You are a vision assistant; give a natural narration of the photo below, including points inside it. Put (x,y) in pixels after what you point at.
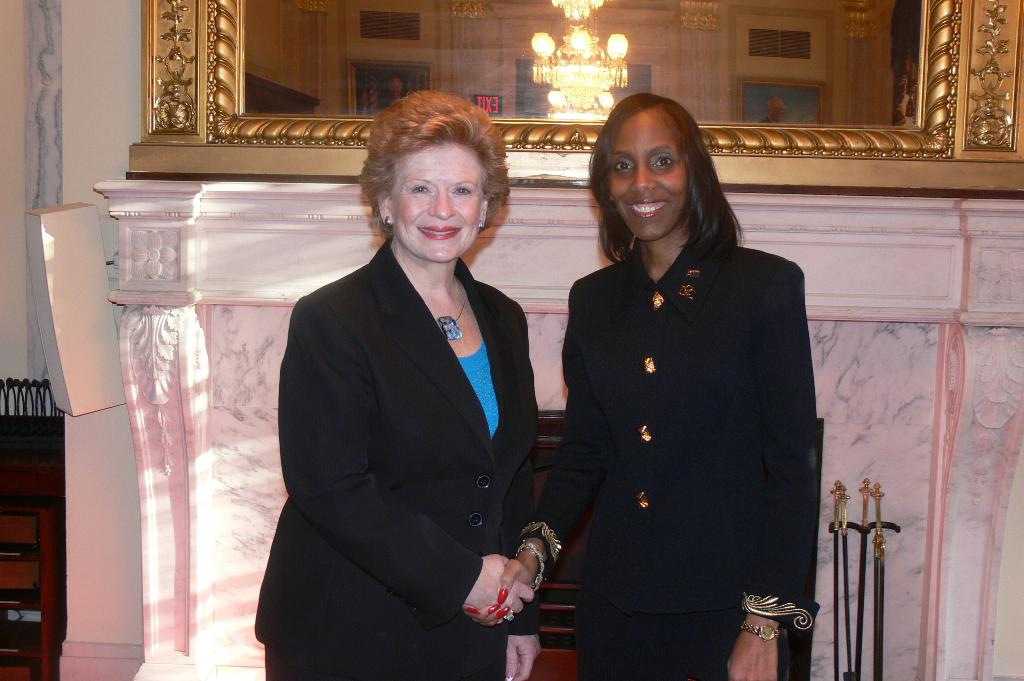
In this picture we can see two persons (592,391) are standing and smiling, in the background (727,90) there is a mirror (742,73), we can see reflection (742,73) of a chandelier (614,74), an exit board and photo frames (384,73) in the mirror (721,79), it looks like a cupboard (34,552) on the left side (13,542).
